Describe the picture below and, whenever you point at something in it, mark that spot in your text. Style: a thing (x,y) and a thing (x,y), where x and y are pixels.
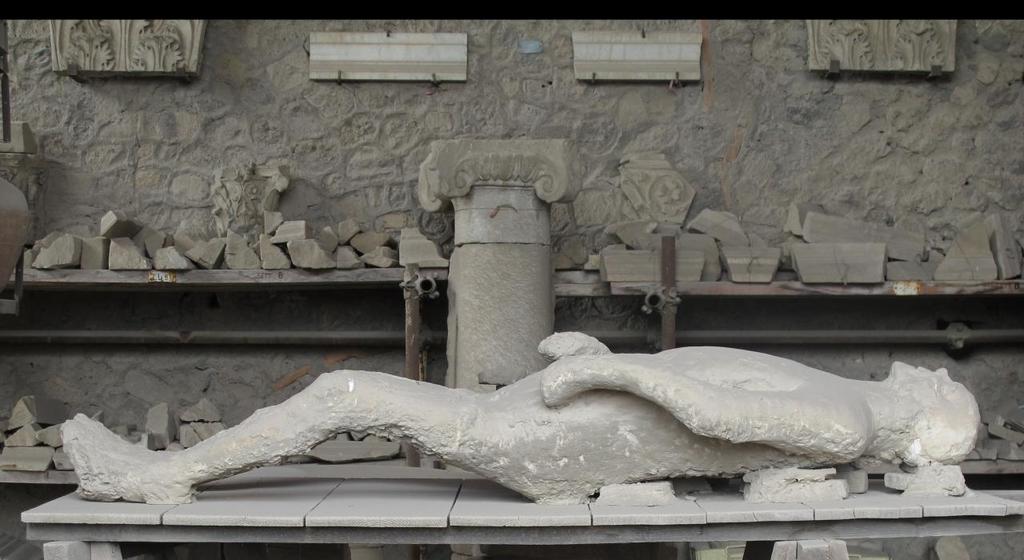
In this picture I can observe a carved stone (459,461) in the shape of a human being. In the background (287,392) I can observe stones (319,231) and wall (277,132).
